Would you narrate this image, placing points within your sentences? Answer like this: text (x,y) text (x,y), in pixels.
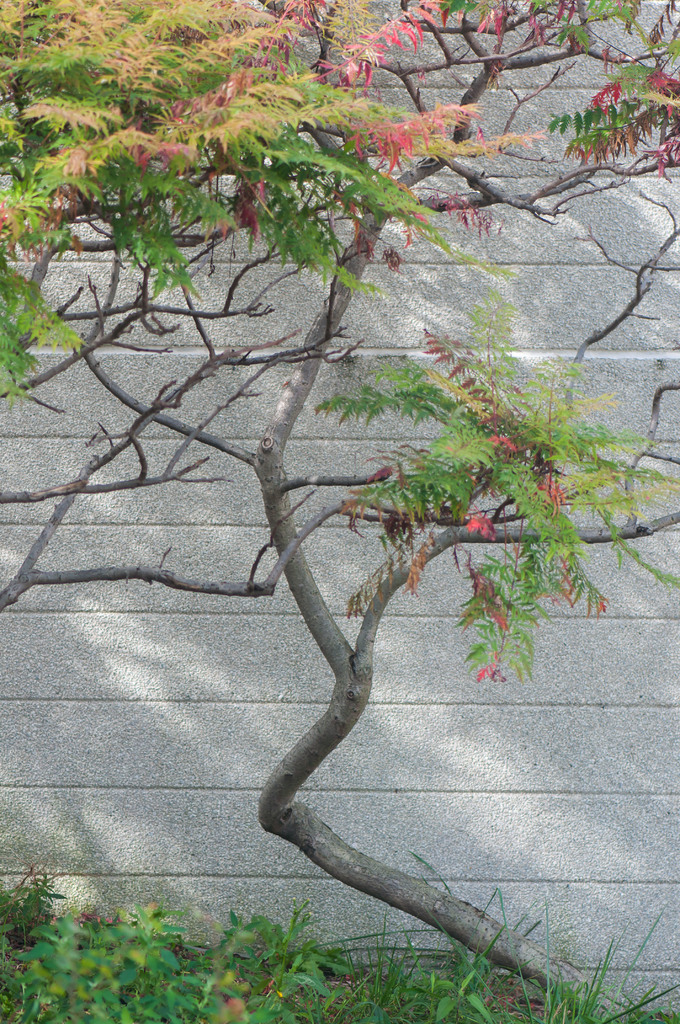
At the bottom of this image (213,974) there are some plants (227,978). Here I can see a tree (339,479), at the back of it there is a wall (527,797).
